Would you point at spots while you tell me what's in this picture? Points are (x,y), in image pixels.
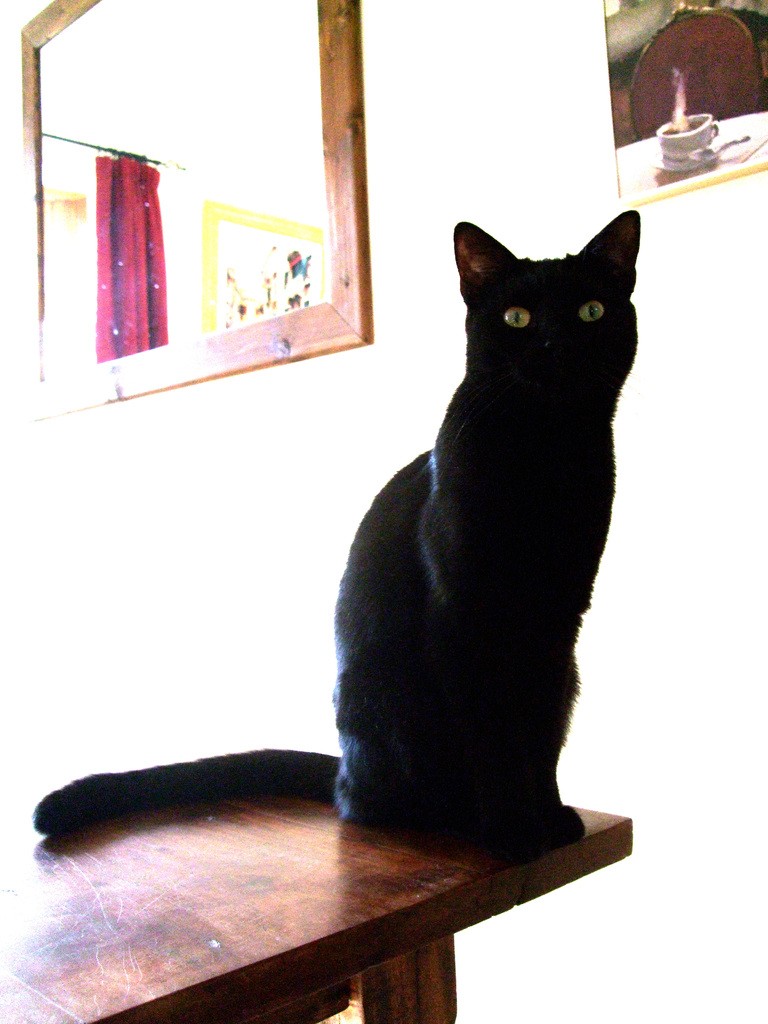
A black cat (446,542) is sitting on a corner (588,827) of a table (286,903).
